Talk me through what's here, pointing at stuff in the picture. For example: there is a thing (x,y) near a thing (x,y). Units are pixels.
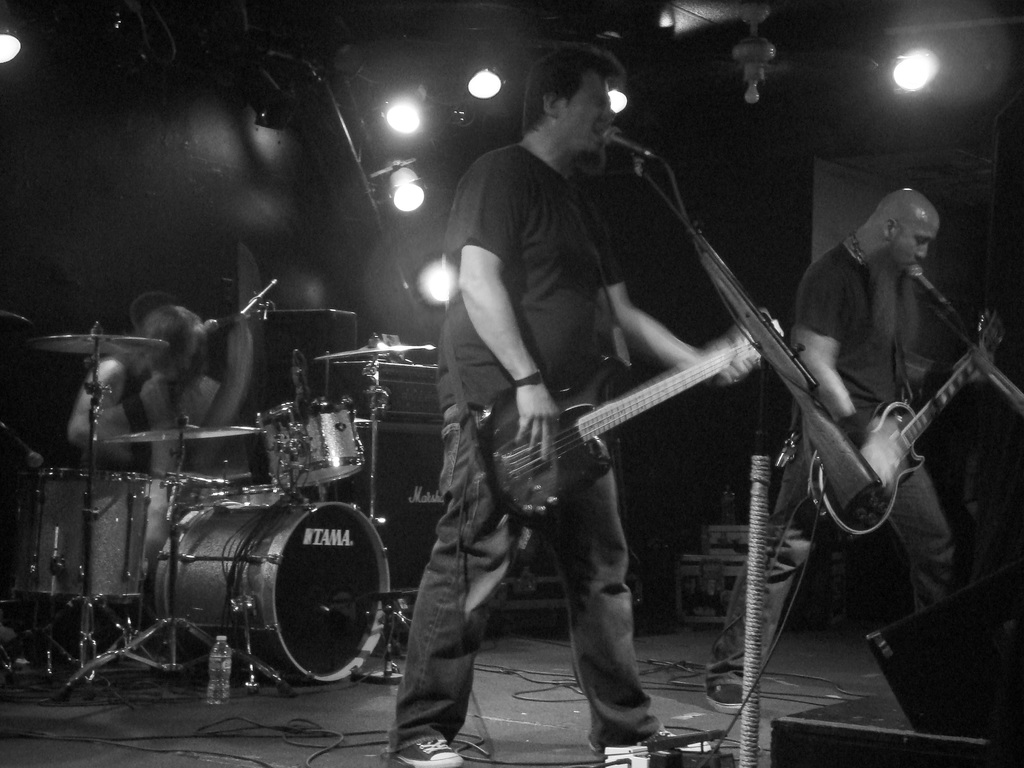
As we can see in the image there are few people (863,301) standing and singing on mics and holding guitar (568,472) in their hands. On the left side (316,635) there are musical drums (213,556).
